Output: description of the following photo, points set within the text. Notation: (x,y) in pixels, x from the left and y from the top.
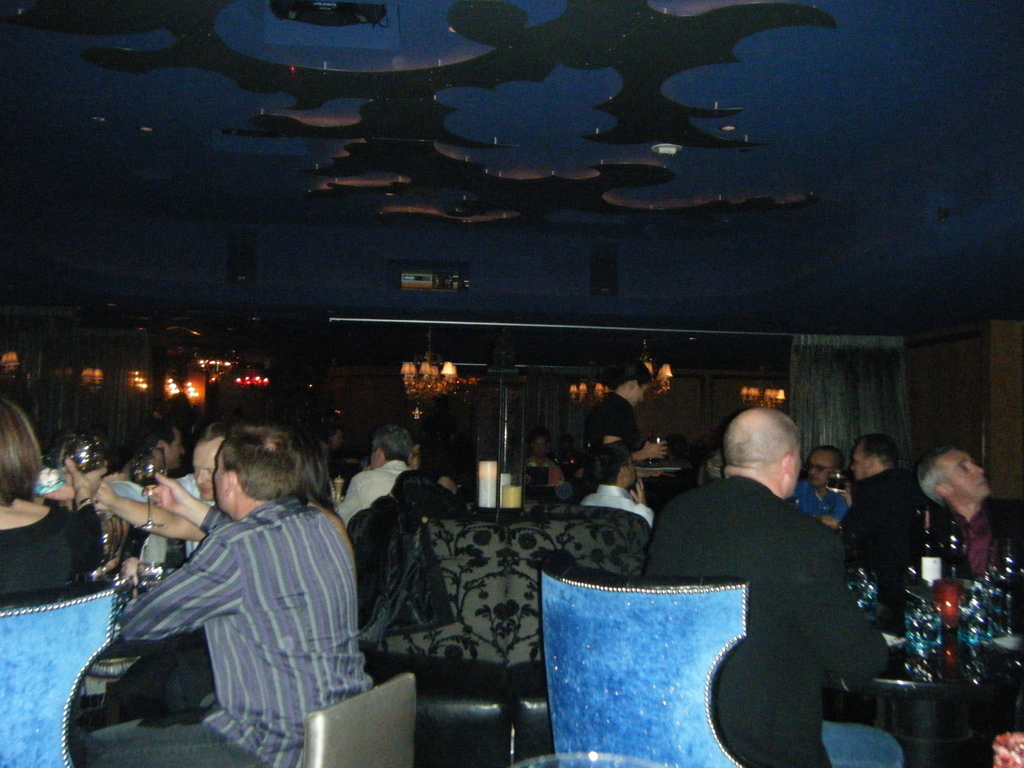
In this image there are few people (200,504) sitting on the chairs (661,688) around the tables (938,696). On the table (950,622) there are glasses (992,641) and glass bottles (925,561). On the left side (273,557) there are few people (133,508) who are holding the glasses (150,480). At the top (394,146) there is ceiling (394,146). In the middle (414,383) there are few lights (411,368) which are hanged to the roof (439,313). On the right side (905,380) there is a curtain (858,364) in the background (861,404).
